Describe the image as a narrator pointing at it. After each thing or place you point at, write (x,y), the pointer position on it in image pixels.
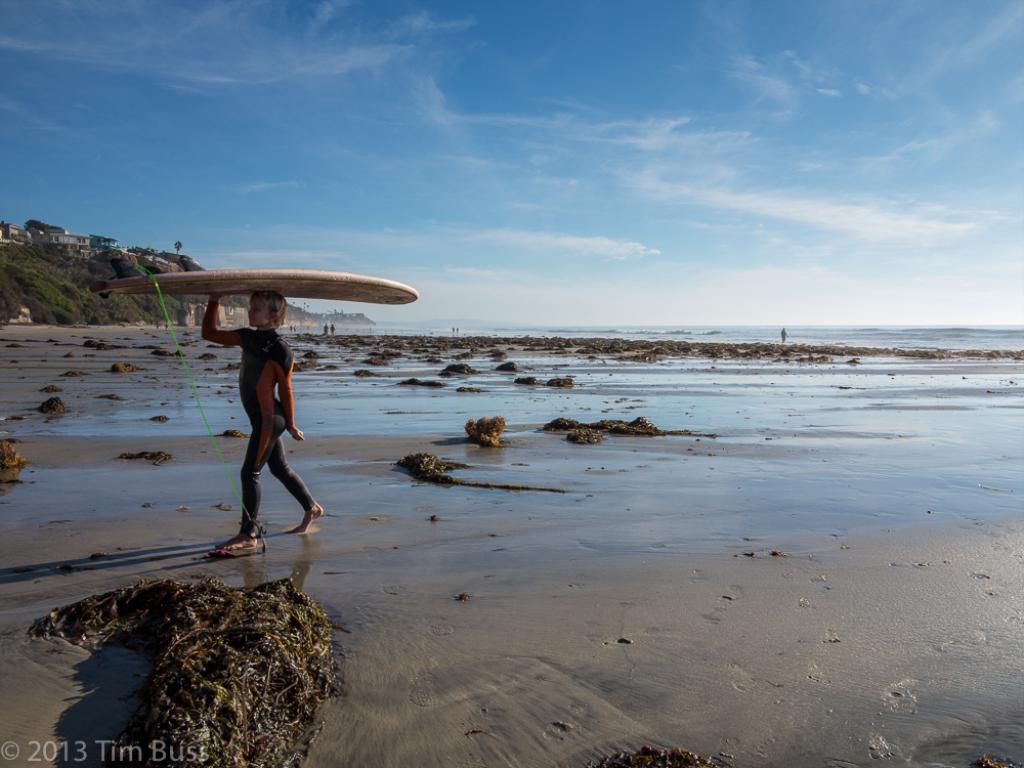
This image consists of a person (269,413) holding a surfboard (164,291) and walking. At the bottom (668,648), there is sand (584,626). This image is clicked near the beach (295,348). In the background (680,333), we can see an ocean (699,333). At the top (484,81), there is sky (296,117). On the left (49,234), there are houses (15,229).
